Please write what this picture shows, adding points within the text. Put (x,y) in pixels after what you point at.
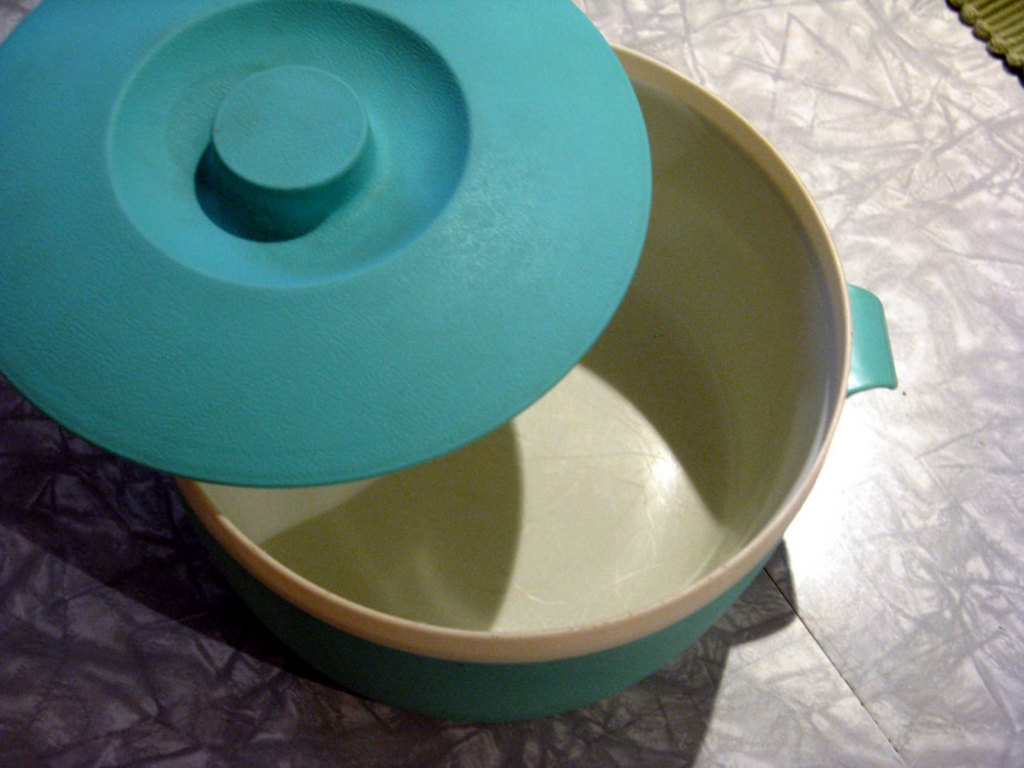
In this picture, we see a bowl (554,593) and the lid (210,15) in blue color. This bowl (504,538) looks like a hot box (479,532). At the bottom (781,626), we see the floor (817,708).
